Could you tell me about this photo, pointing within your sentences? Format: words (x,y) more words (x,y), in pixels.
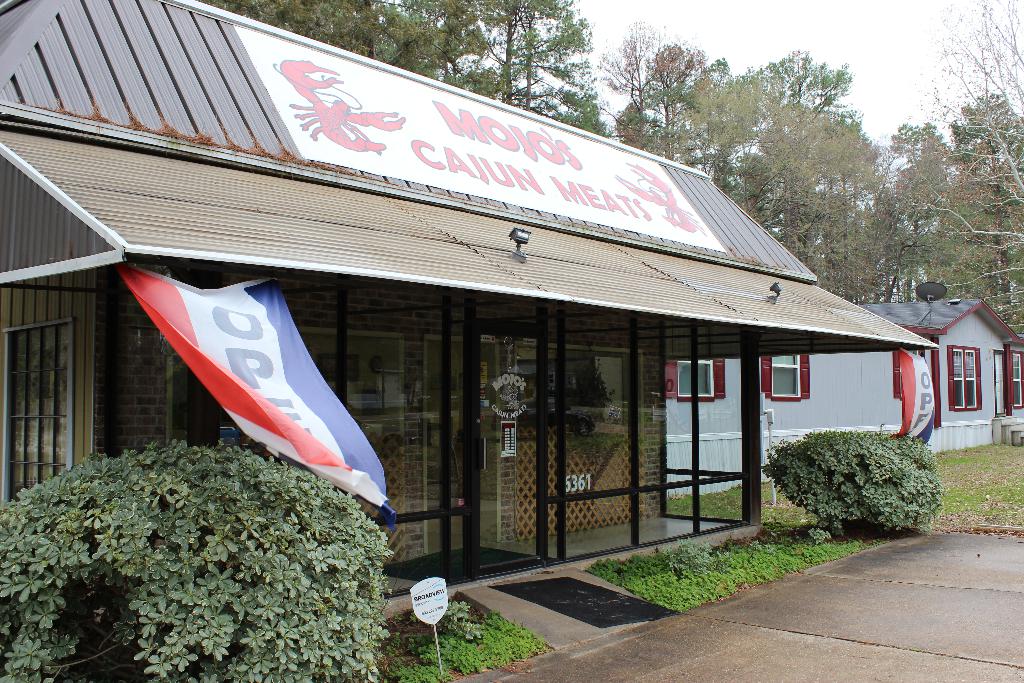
This picture is taken from outside of the house (340,173). In this image, in the left corner (166,606), we can see some plants (472,658), board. On the right side (992,356), we can see some plants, house (976,366), glass window (950,380). In the middle of the image (461,426), we can see a hoarding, glass door (484,513), building (406,250). In the background (680,132), we can see some trees (746,109), plants (843,160). At the top (901,34), we can see a sky (910,82), at the bottom (1011,463), we can see a grass (1011,463) and a mat (598,611).
